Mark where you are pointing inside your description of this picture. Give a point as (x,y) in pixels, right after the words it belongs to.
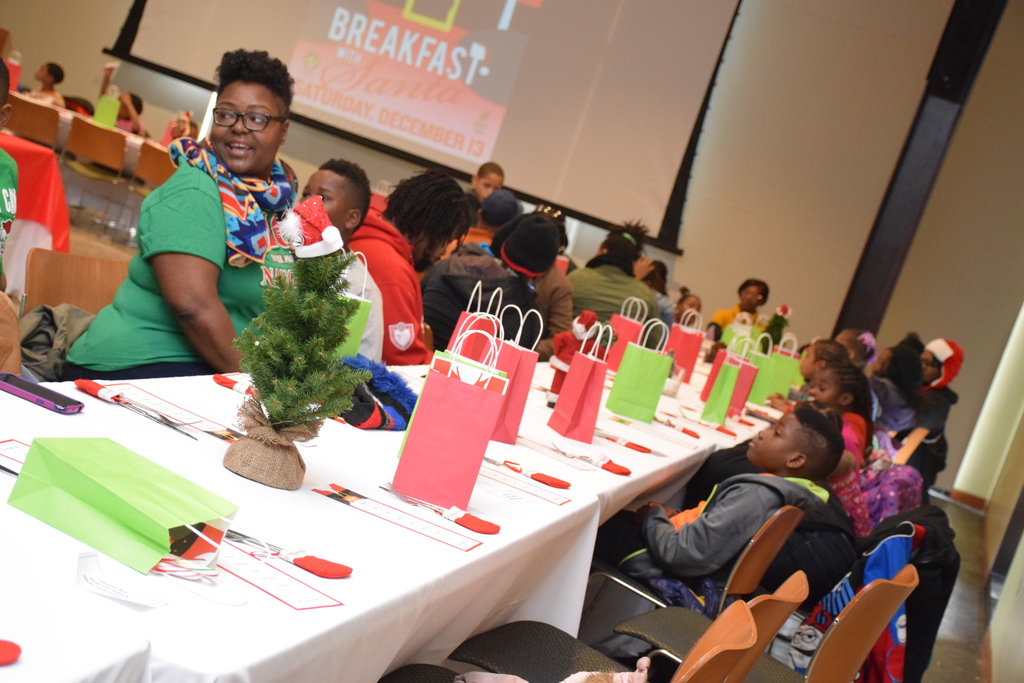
In this image there are group of people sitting on the chair (716,631). On the table (440,518) there is a bag (451,452), flower pot (255,457) and a mobile (64,405) on the table (412,537). At the background (808,147) there is a screen (641,97) on the wall (827,221).
